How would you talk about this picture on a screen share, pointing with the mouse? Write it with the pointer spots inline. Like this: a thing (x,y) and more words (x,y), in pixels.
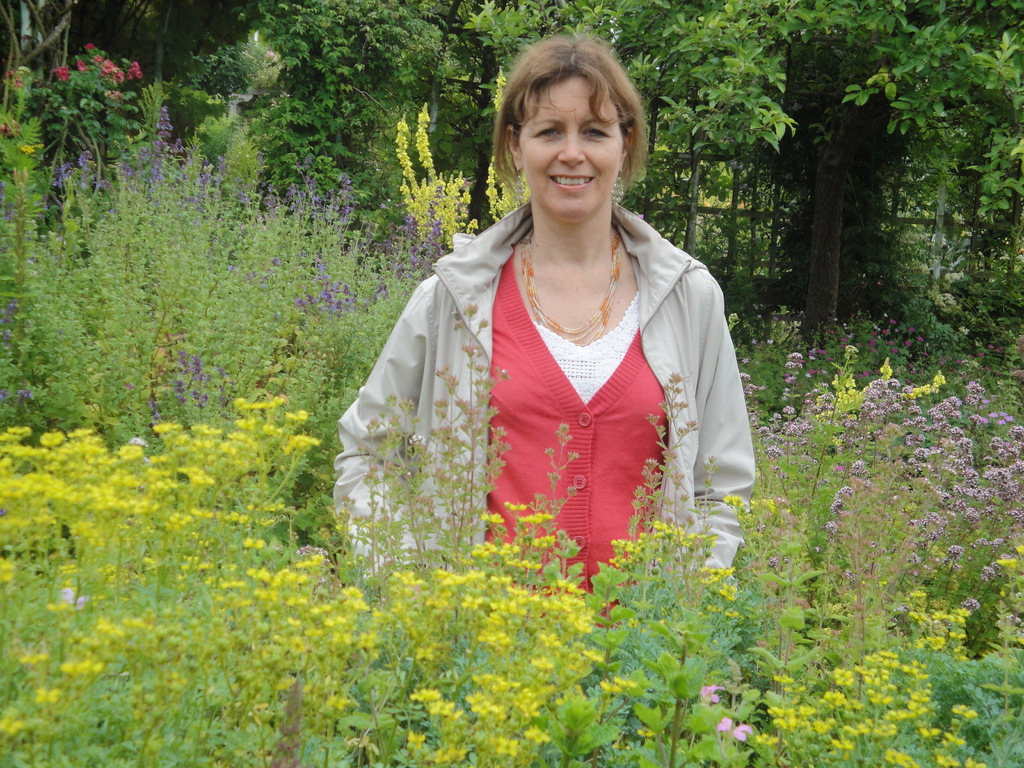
In this picture I can see a woman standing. I can see plants (183,221), flowers (880,387) and trees (1015,34).
